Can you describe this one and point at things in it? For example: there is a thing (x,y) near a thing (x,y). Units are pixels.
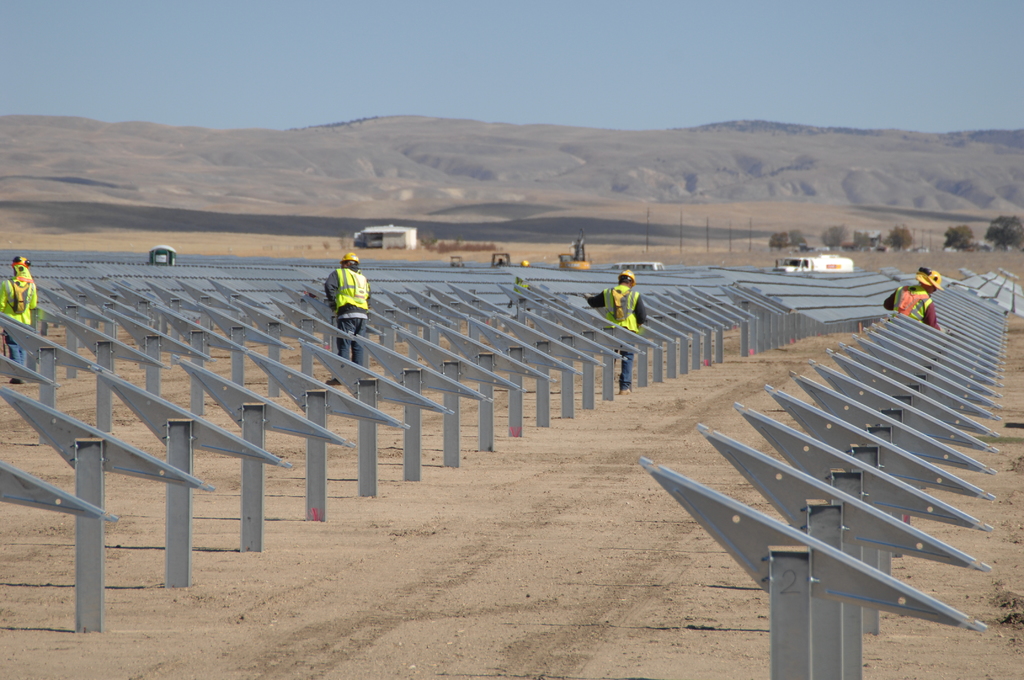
Here in this picture we can see number of iron stands (180,454) present on the ground (149,449) and we can see a group of men (350,304) working in the ground (774,370) and all of them are wearing aprons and helmets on them and in the far we can see trucks (500,263) present and we can also see mountains (339,162) and we can also see plants (475,249) and trees (830,231) present and we can see poles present and we can see the sky (637,100) is clear.
